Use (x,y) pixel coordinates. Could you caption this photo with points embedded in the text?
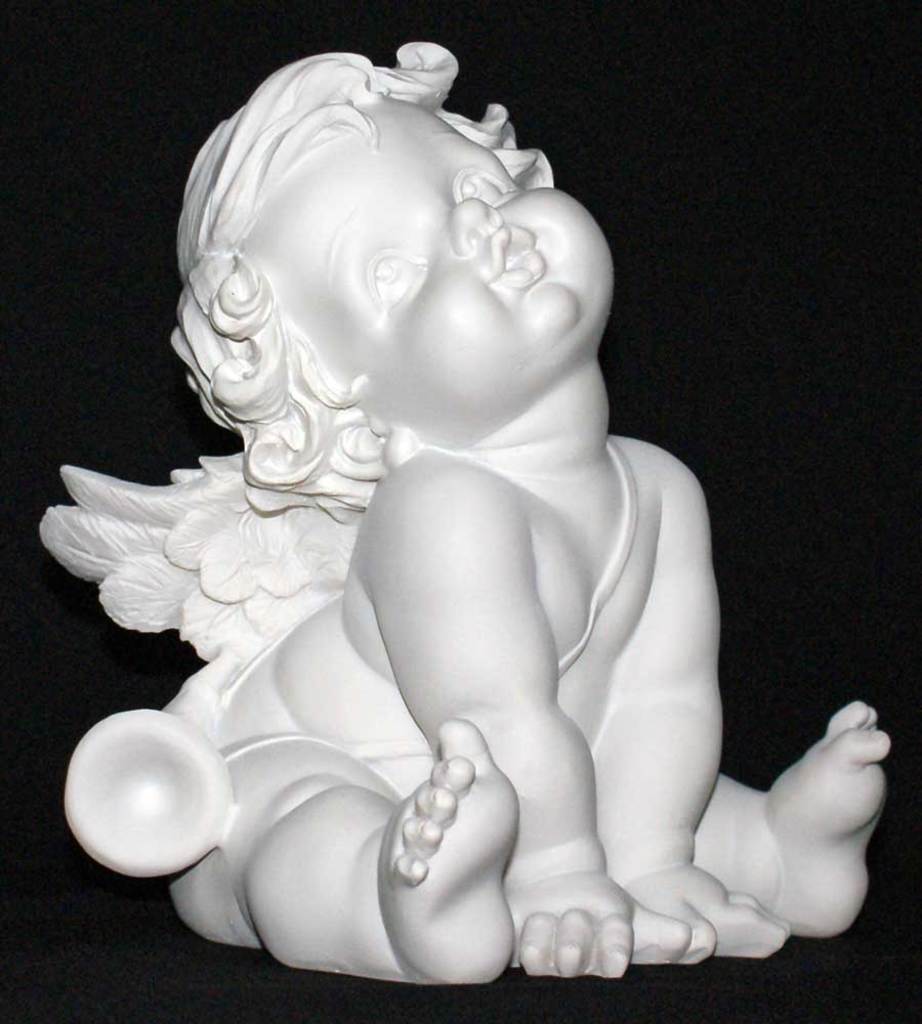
In this image I can see the statue (432,682) of a baby (515,720) which is white in color. I can see the black colored background (710,274).
